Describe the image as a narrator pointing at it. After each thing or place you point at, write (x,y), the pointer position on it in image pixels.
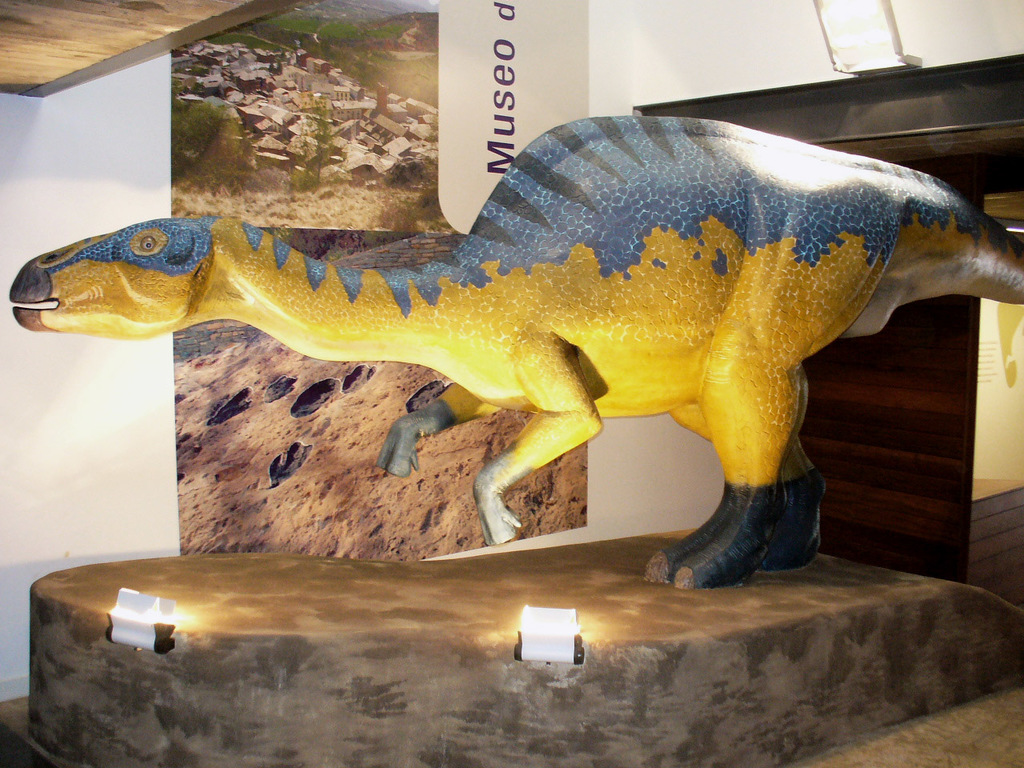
In the image there is a dinosaur idol (553,317) with two lights (535,650) in front of it, behind it there is a banner (397,79) on the wall (676,85).
